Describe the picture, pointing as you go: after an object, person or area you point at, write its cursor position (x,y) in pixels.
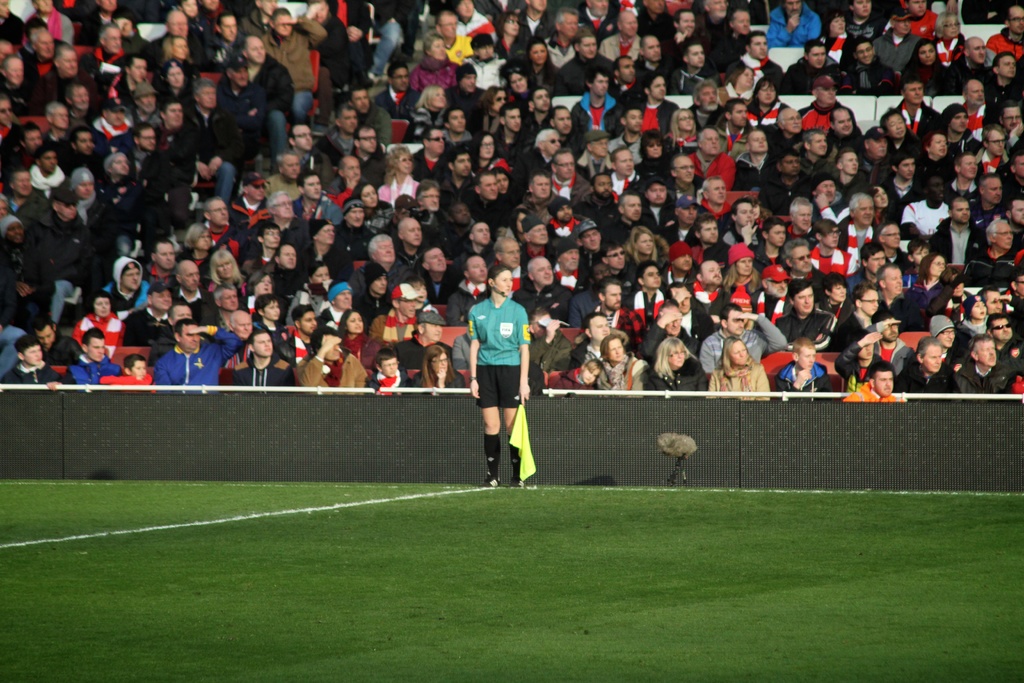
In this picture we can see one woman (500,390) is standing in the grass (586,537) and there is a fence (727,470), behind we can see some people (370,177) are sitting on the chairs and watching.
